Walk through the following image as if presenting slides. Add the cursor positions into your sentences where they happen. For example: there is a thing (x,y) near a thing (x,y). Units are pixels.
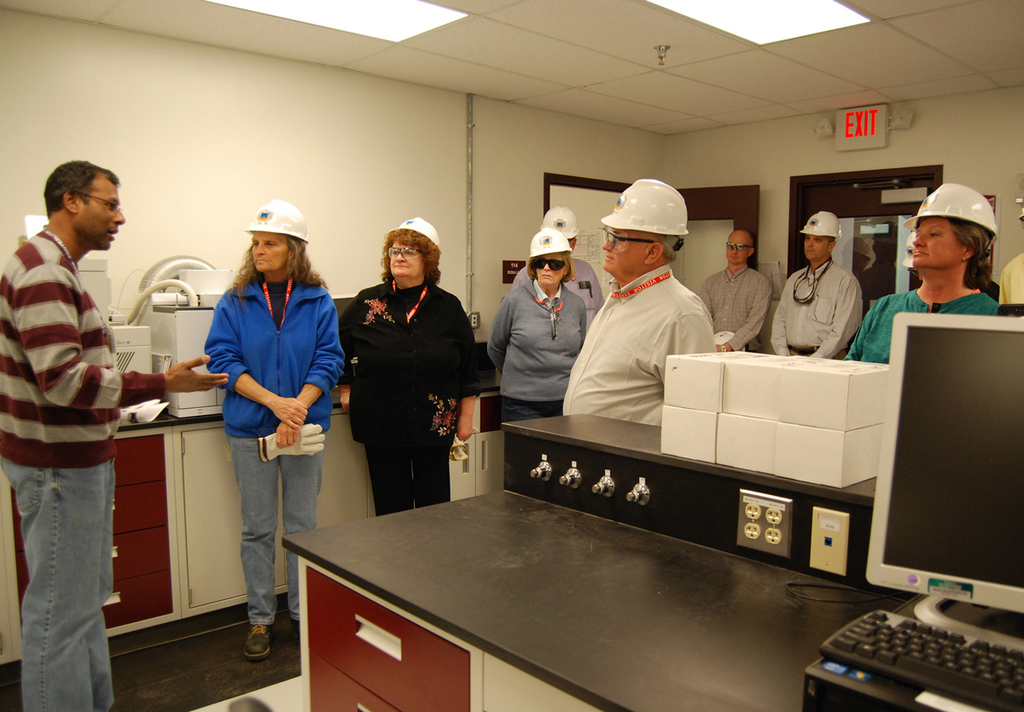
In this picture there are some people (601,315) standing wearing a white color helmets (283,215) on their heads (539,255). There are women (455,326) and men (693,308) in this picture. In the right side (943,432) there is a computer (958,432) placed on the desk (470,583). In the background (460,161) there is a wall (303,163).
